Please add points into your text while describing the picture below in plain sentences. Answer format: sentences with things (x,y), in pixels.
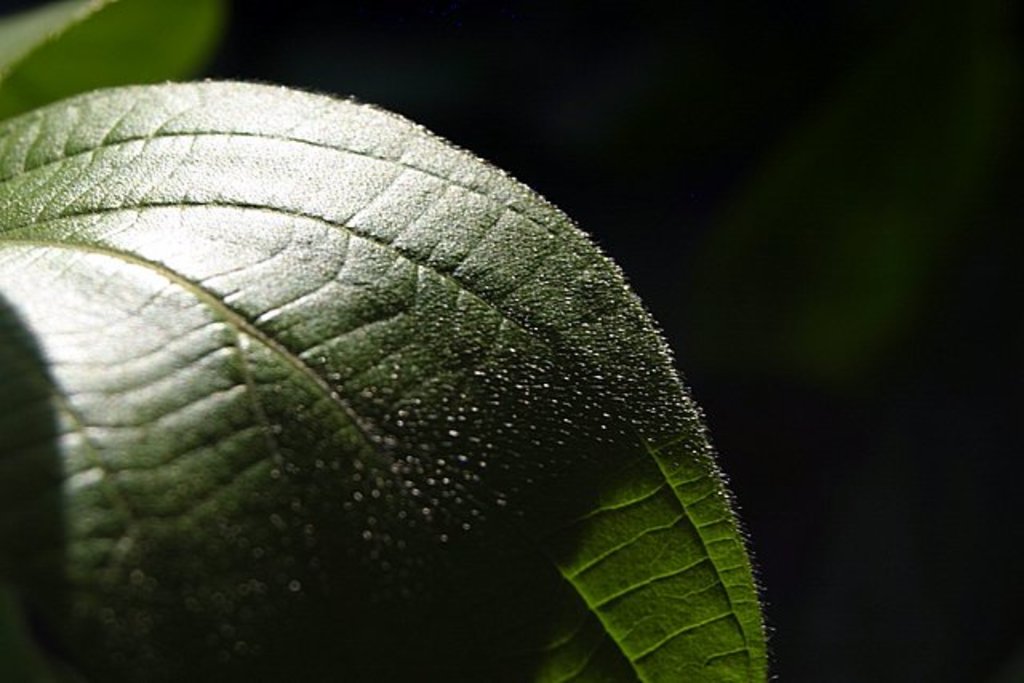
In this image there is a green colored leaves (403,341). There is a dark background (880,148).
